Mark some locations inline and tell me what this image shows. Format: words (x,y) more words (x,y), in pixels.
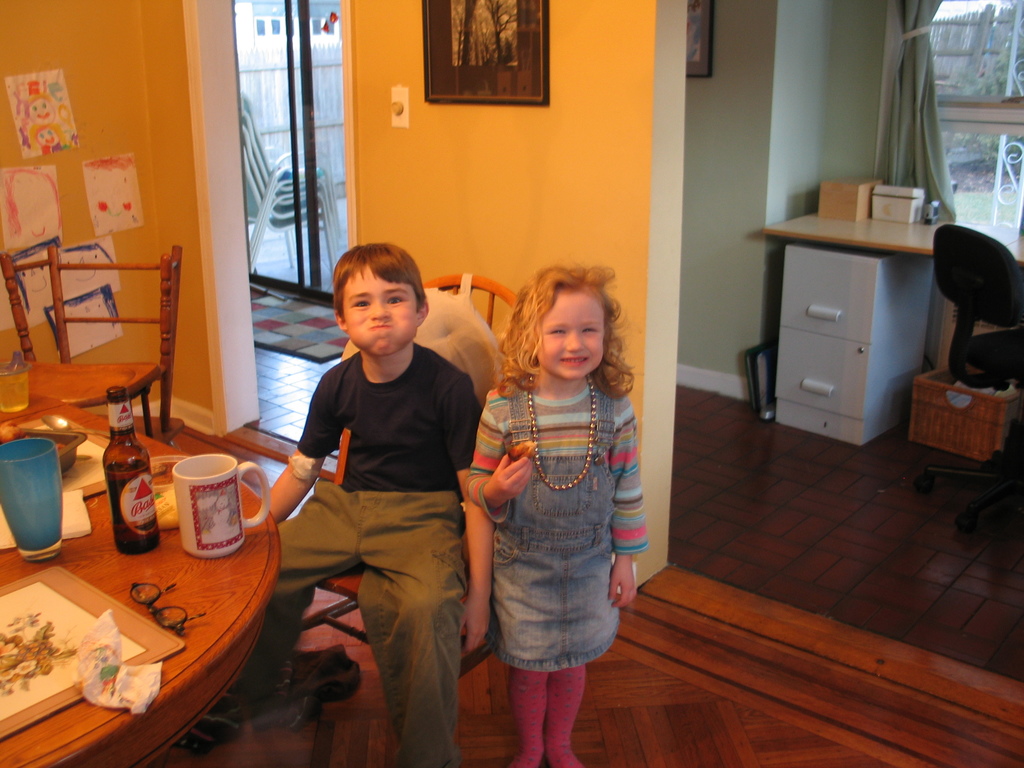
In this image I can see two people (551,480) in-front of table (163,595). On the table (193,609) there is a cup (220,539), bottle (151,535) and the bowl (72,456). In the back (516,57) there is a frame (528,87) attached to the wall (621,130) and a curtain (900,78) to the window (941,72).
